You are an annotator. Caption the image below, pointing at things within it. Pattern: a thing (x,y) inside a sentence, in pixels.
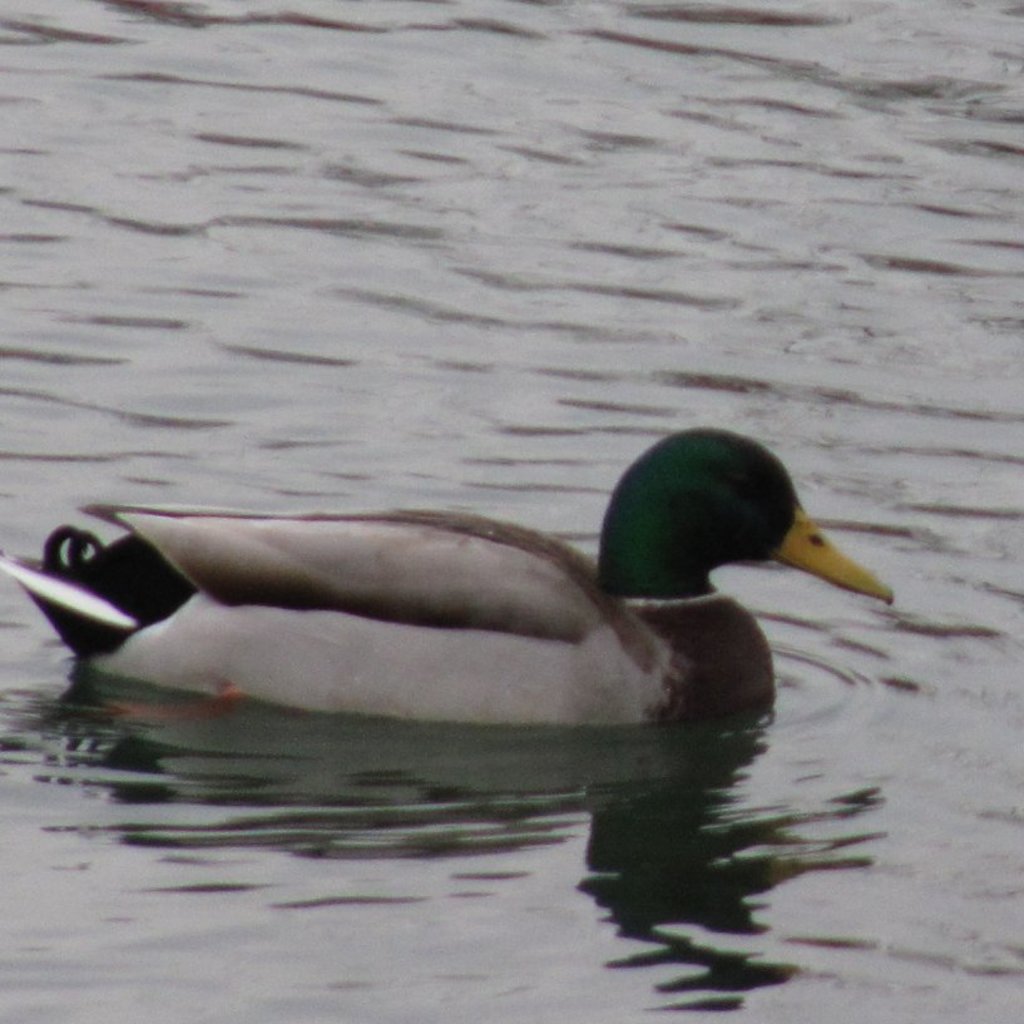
In this image we can see a duck (714,500) with yellow beak (804,544) on the water (585,735).
